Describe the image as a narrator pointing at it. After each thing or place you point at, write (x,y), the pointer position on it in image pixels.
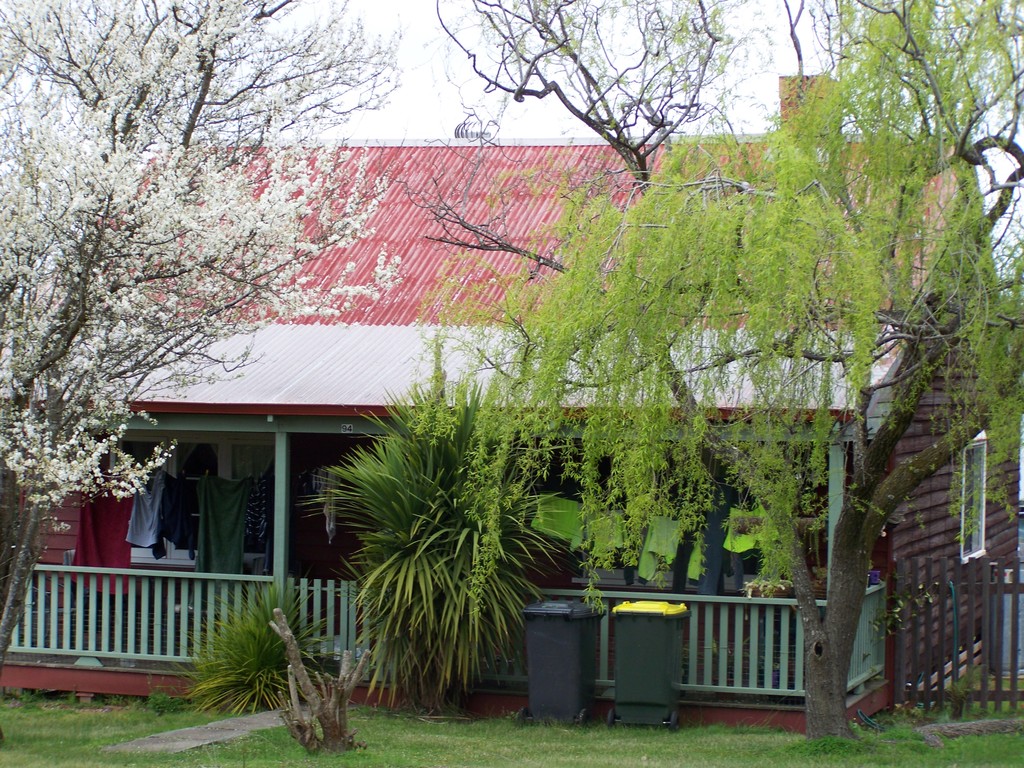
This picture is taken from the outside of the house (924,399). In this image, on the right side (885,271), we can see a tree (938,470), wood grill (942,572). On the left side (151,152), we can also see a tree (213,75) with some flowers (189,176). In the middle of the image (476,503), we can see some plants (474,660) and two boxes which are placed on the grass (533,744). In the background (278,584), we can see a house (87,627), wood grill (171,581), pillars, clothes (538,510), window (972,491). At the top (484,64), we can see a sky (419,79), at the bottom (718,752), we can see a grass (583,733).
